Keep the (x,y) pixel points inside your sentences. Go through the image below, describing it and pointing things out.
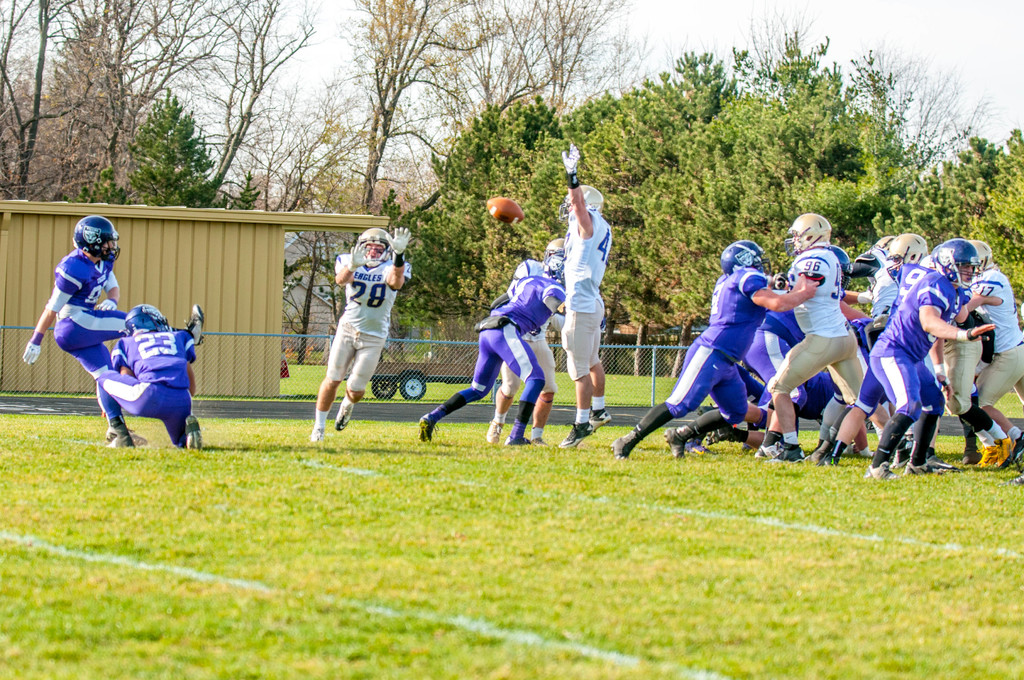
In the picture we can see a playground (478,588) on it we can see a grass surface (600,584) with some people (791,403) playing, they are in a sports wear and behind them we can see a fencing wall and behind it we can see a small wooden house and a cart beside it and in the background (874,64) we can see trees (36,133) and sky (907,55).
